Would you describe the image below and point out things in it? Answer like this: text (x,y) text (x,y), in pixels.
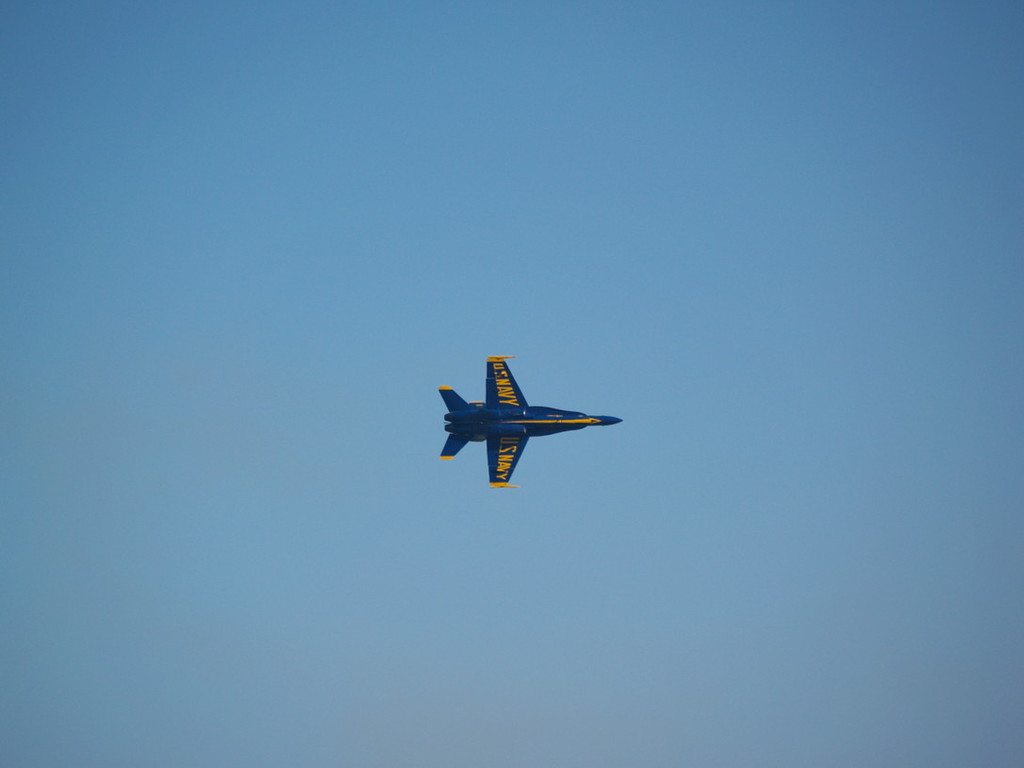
In this picture we can see a jet plane (495,418) in the air (568,376).
